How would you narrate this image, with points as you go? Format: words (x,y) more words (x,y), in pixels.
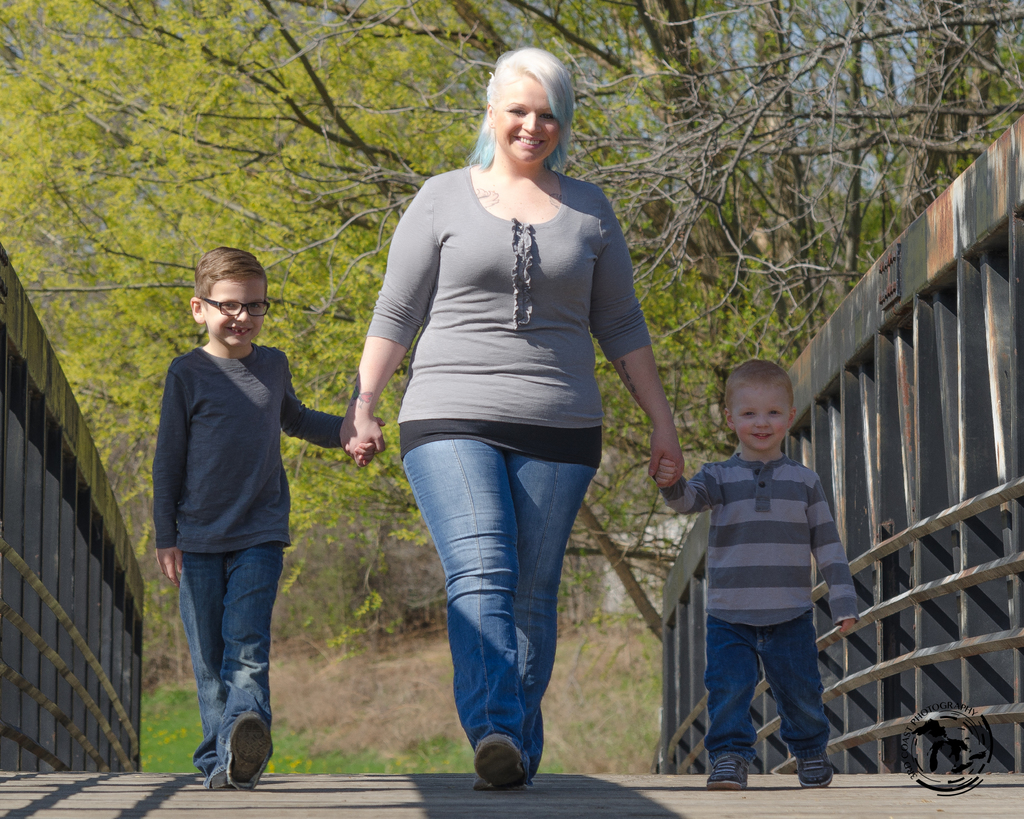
In this image we can see a woman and two children (261,466) are walking on the wooden bridge (71,589). In the background (284,106), we can see the trees (304,280).
